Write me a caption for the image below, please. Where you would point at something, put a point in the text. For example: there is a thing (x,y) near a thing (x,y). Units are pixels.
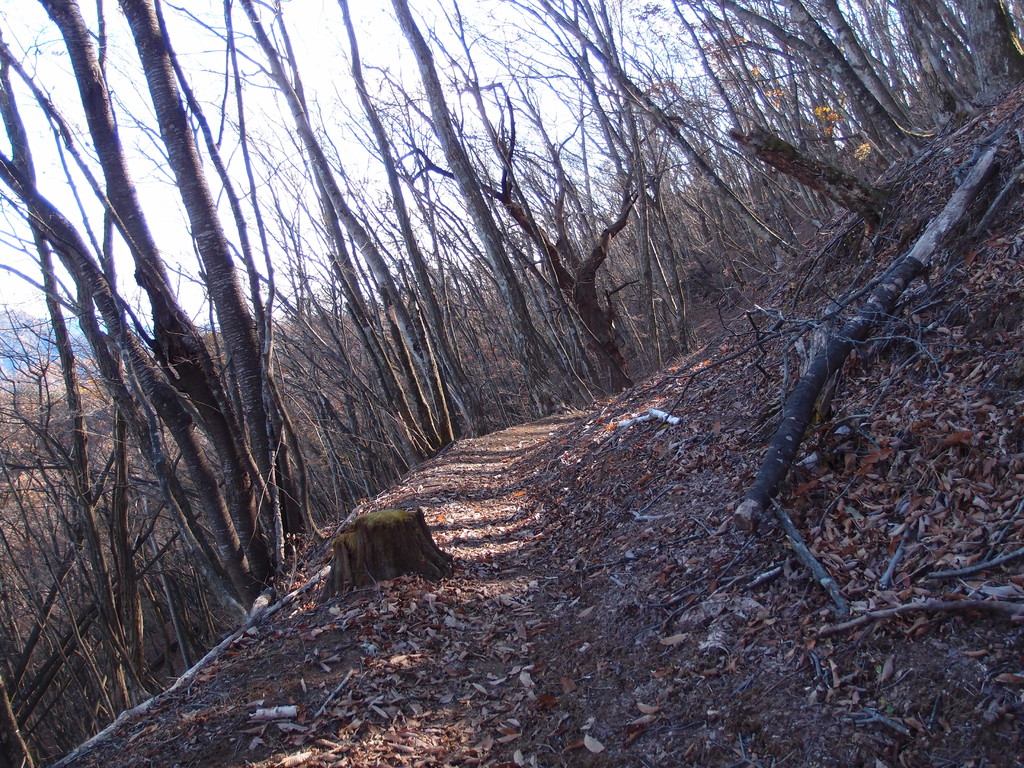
In this picture I can observe some dried leaves (448,611) and wooden logs (792,442) on the ground (538,510). There are some trees (503,360) in this picture. In the background (351,156) there is a sky (331,74).
